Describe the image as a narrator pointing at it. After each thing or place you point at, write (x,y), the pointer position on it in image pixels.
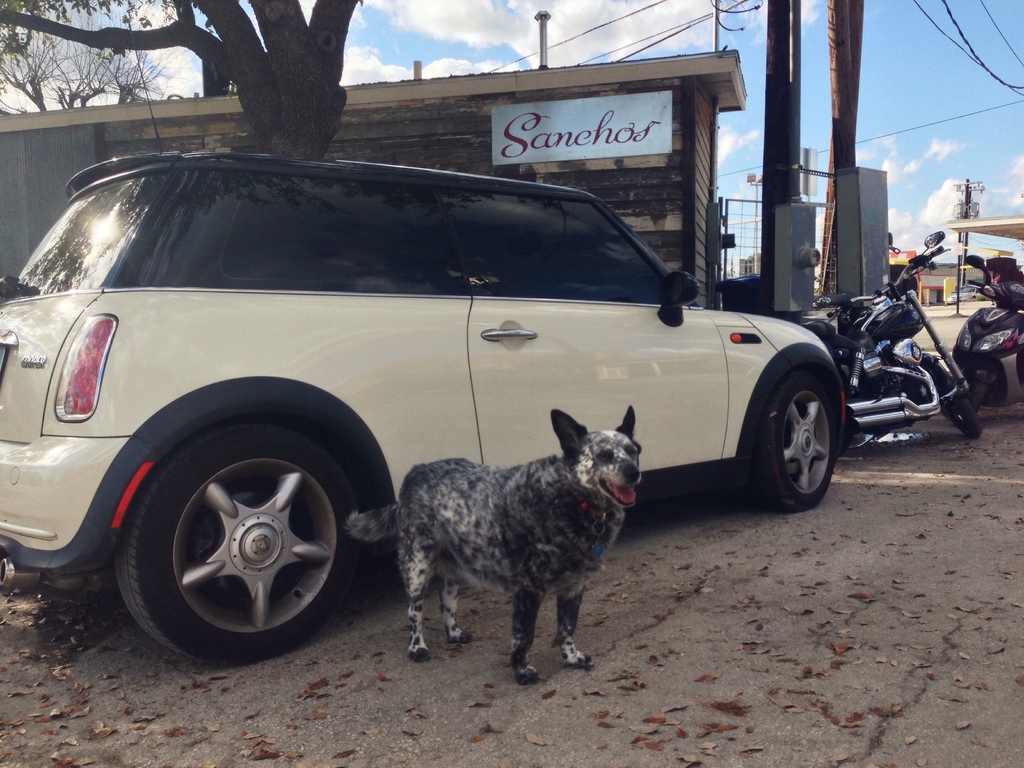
In this image I can see a dog (458,497) which is white and black in color is standing on the ground (548,668) and behind it I can see a car (376,363) which is white and black in color on the ground (376,617). In the background (934,361) I can see a tree (292,141), a building (505,82), few poles (767,84), few wires (1007,104), few motorbikes (943,350) and the sky (927,158).
